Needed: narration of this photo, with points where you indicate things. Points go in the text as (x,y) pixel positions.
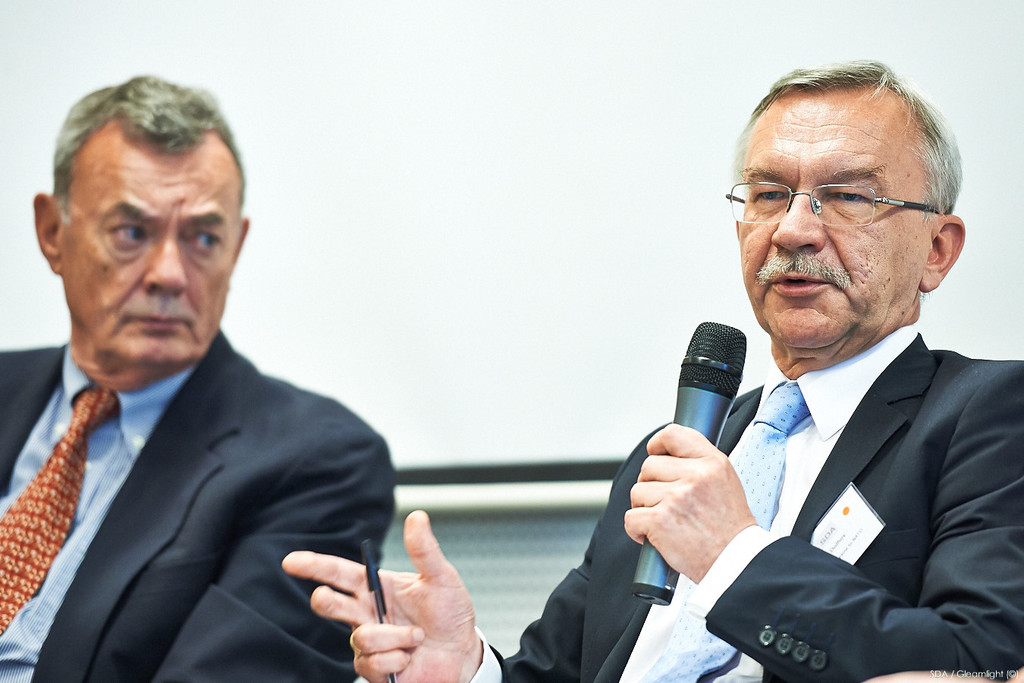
There are two people (220,546) sitting. One person (719,599) is holding mike (668,594) and speaking. This is a badge (858,527) attached to the suit (885,499). He holding a pen (376,545) in his hand (428,634) and the background (323,282) is white in color.
